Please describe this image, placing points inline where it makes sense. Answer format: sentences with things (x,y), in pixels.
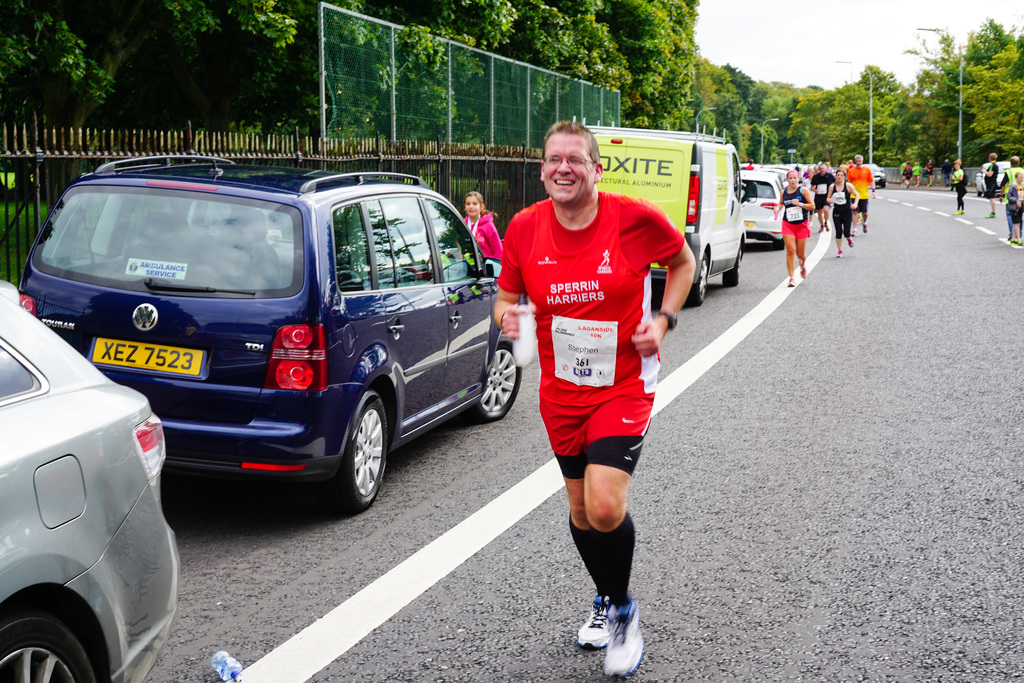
In this image we can see a few people (504,285) running, a few people (964,186) standing on the road (885,419) and a few vehicles (426,328) parked beside the road (726,361), there is a fence (342,121) on the left side (317,90) and in the background (645,73) there are few trees (861,105), street light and sky (793,48).
